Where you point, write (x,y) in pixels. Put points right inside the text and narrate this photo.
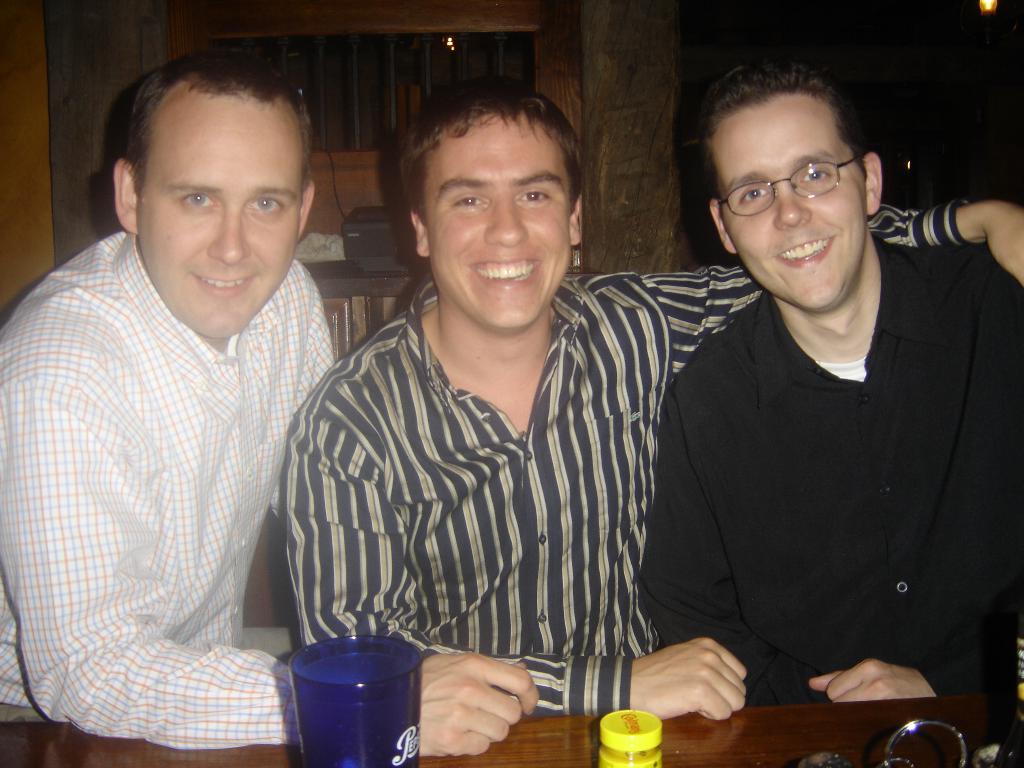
In this image there are few people (464,702), there are glass objects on a table (785,729), an object (396,257) on the desk (362,279) and a window (336,128).
